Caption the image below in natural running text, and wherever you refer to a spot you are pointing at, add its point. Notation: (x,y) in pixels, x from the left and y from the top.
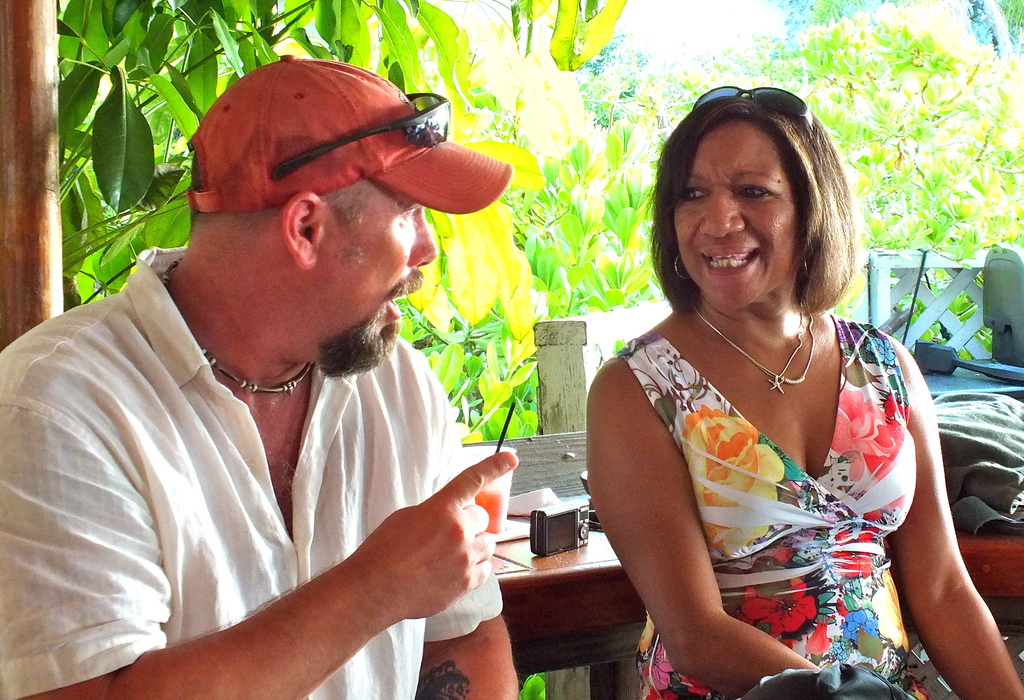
In this image I can see two persons (428,494) in the front (457,462). I can see both of them are wearing necklaces (802,345) and on their heads (323,180) I can see two black shades (297,160). On the left side of the image (297,160) I can see one of them is wearing a red colour cap (298,70). In the background (607,597) I can see a table (585,575), number of trees (558,196) and on the table (552,507) I can see a glass (499,525), a camera (572,508) and few other stuffs (516,500). On the right side of the image (991,434) I can see a cloth (990,432) and a black colour thing (933,364). On the bottom right side of the image (790,672) I can see a black colour thing (874,679).
